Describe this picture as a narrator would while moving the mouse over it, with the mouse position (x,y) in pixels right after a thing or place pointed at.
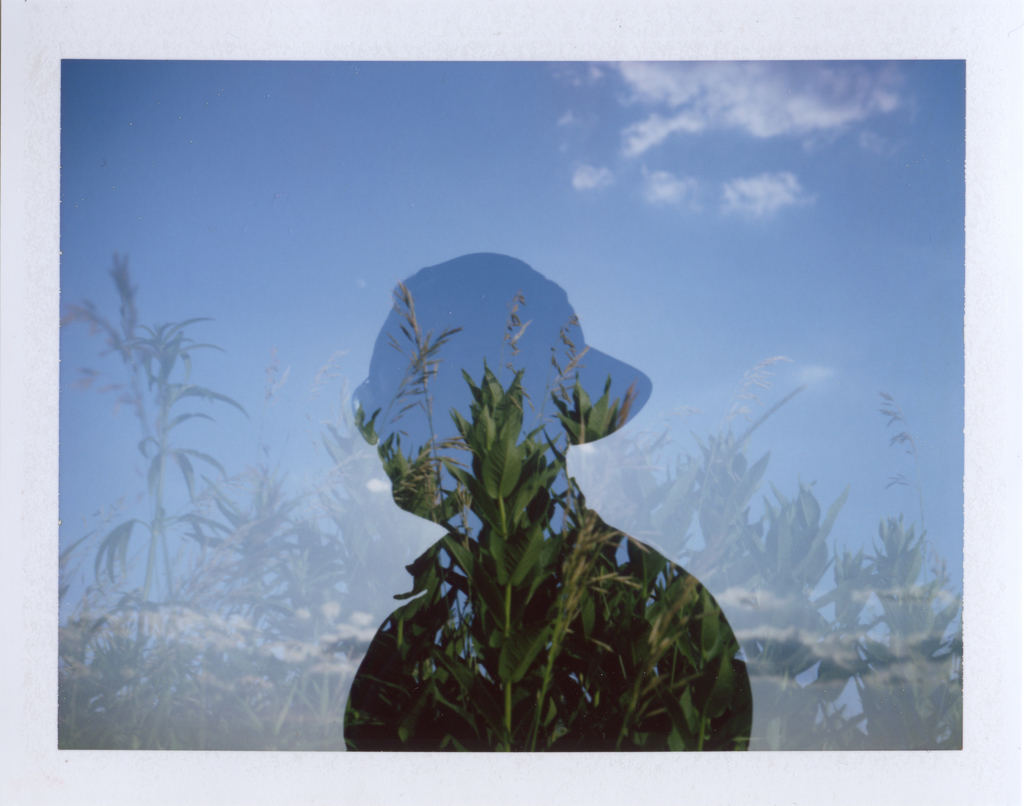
In the image we can see there is a shadow (455,580) of a person (455,366) and there are plants (504,579). There is a clear sky (321,191).
